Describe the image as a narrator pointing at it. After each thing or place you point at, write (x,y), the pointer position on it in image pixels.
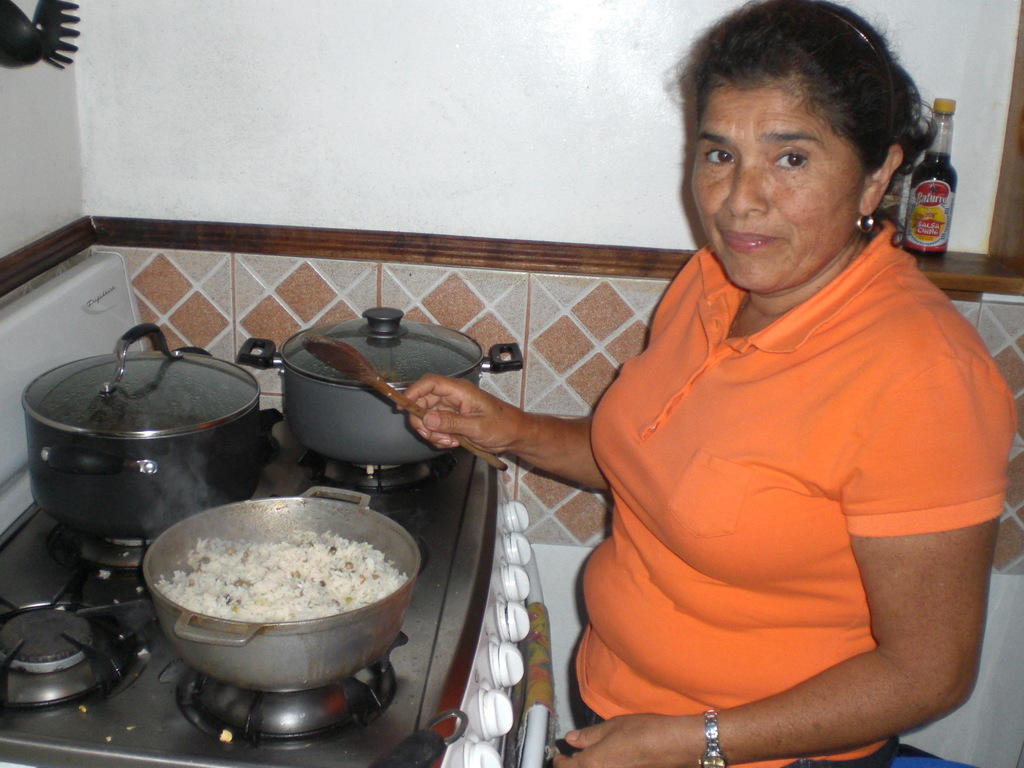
In this image there is a woman (644,504) standing by holding a spoon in her hand (438,424). In front of the woman (449,433) on the stove (70,566) there are some utensils (171,451). In the background of the image (72,48) there are some objects (41,56) and a bottle (938,210) on the wall (341,230).
